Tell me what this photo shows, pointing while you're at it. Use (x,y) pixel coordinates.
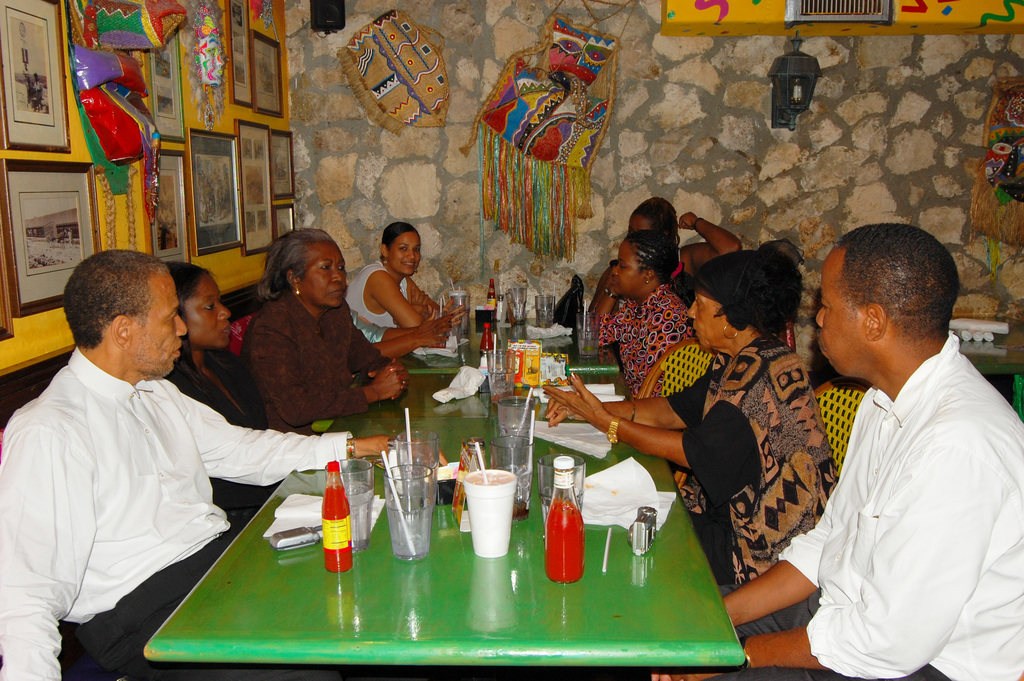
In this image I can see a group of people (419,345) are sitting on a chair (234,325) in front of a table (475,433). On the table (515,583) I can see few glasses (513,468), bottles (556,461) and other objects (476,485) on it. I can also see there are many photos (165,152) and other objects (569,101) on the wall (615,110).
